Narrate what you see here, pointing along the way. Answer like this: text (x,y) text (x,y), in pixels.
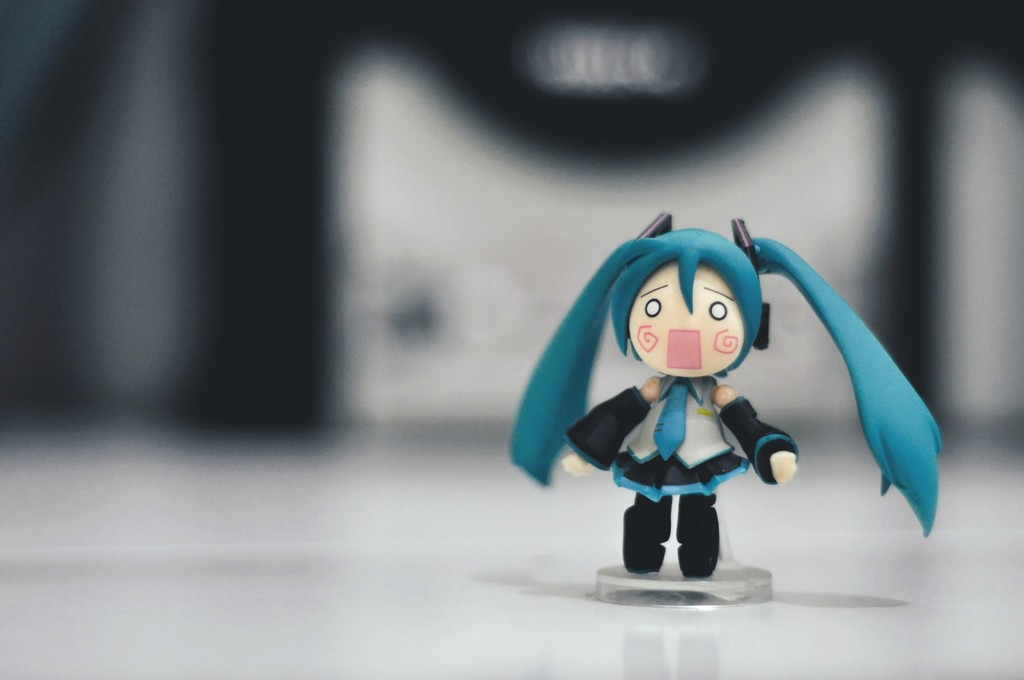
In this image I can see a toy (687,454) which is in black, blue and white color. Background (137,230) is in black and white color.
